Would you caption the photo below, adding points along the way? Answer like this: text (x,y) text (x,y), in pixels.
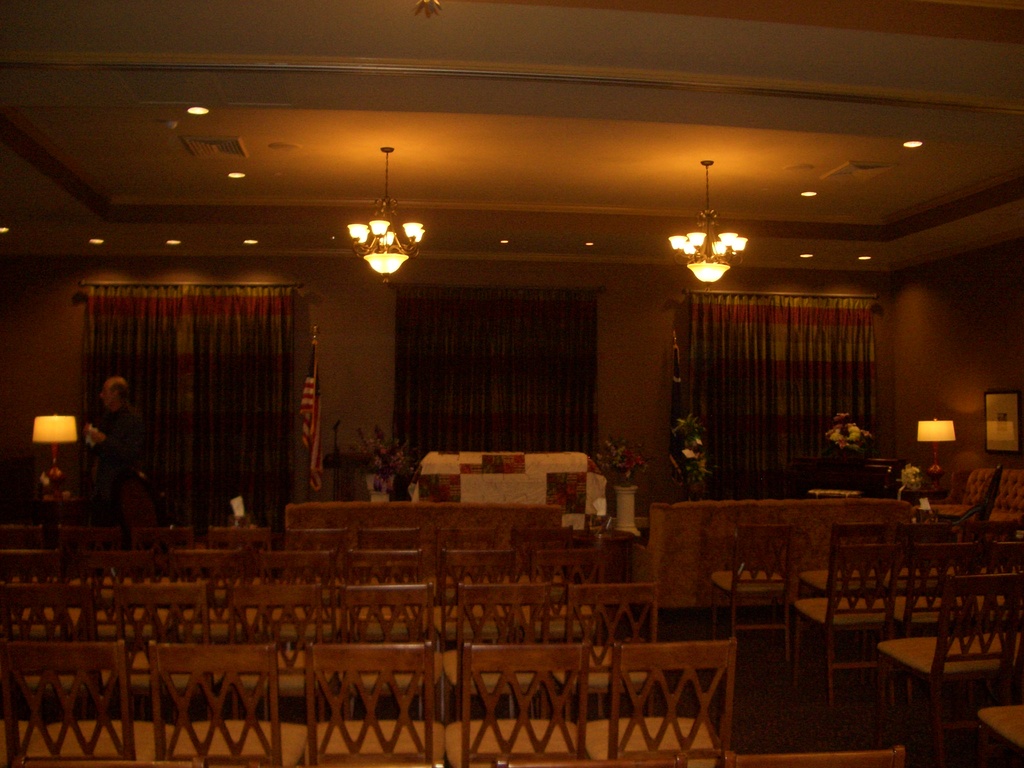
In the picture I can see chairs (150,619), tables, flower vases (386,469), table lamps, flags (313,376), a person (102,487) standing on the left side of the image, I can see curtains (252,342), chandeliers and ceiling lights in the background (707,322).
